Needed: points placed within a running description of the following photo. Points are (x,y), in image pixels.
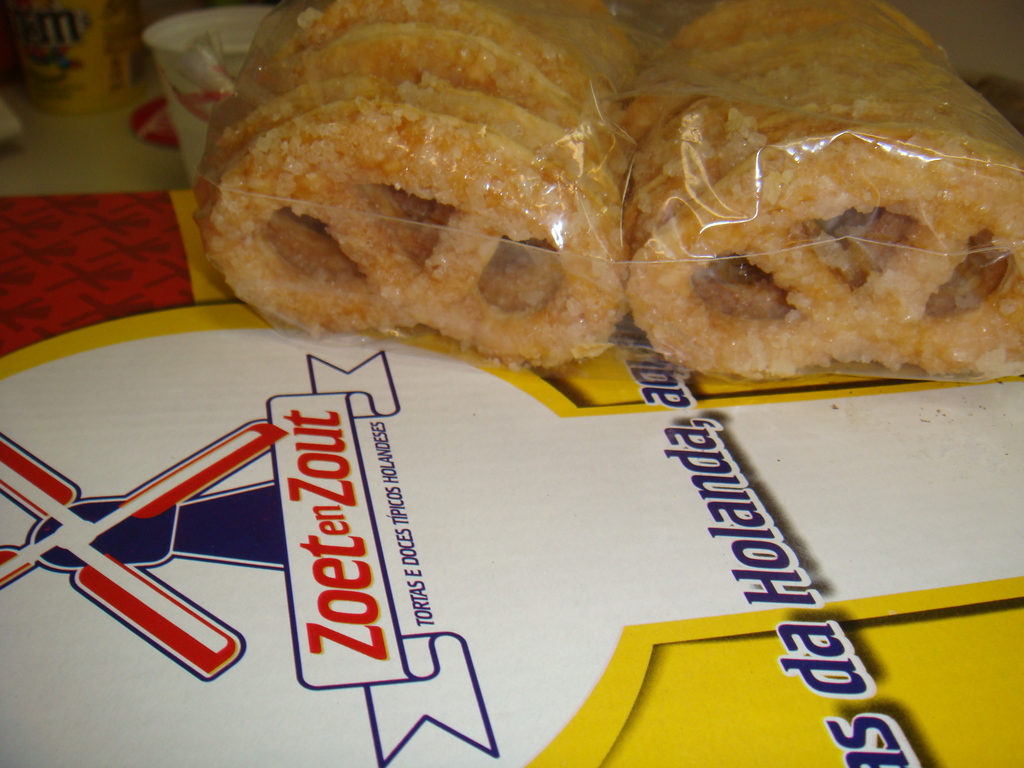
In this image there is food (579,178) which is packed in the cover (726,204). At the bottom (425,551) there is a card (602,478) on which there is food (560,144). On the left side (180,66) top there is a cup (163,65).
